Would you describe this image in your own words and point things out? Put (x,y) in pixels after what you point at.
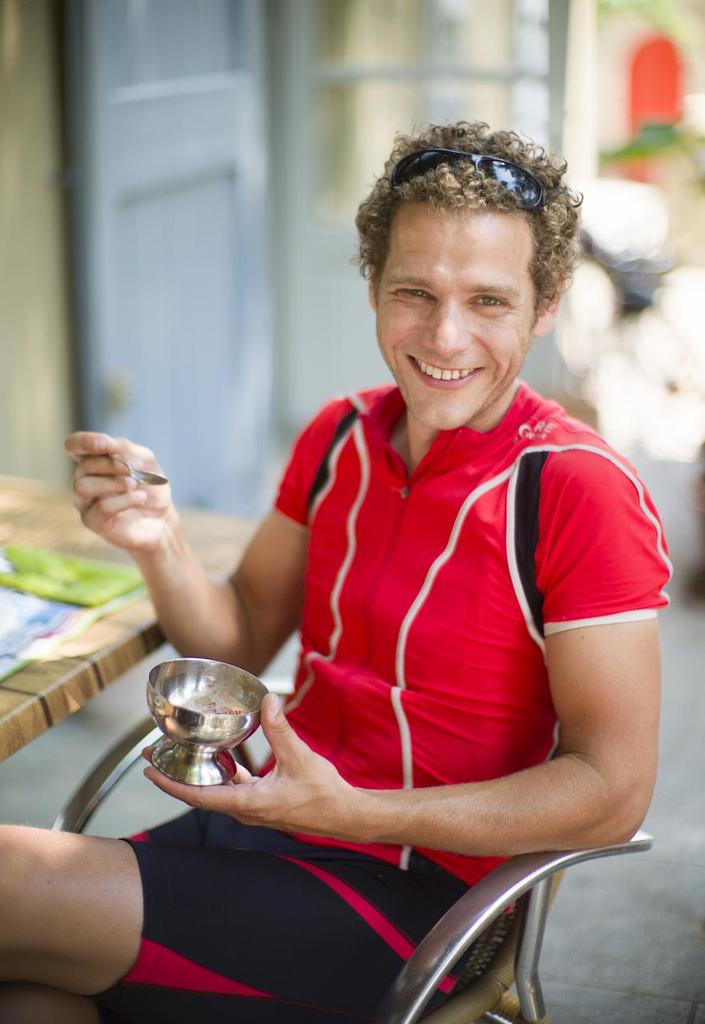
In the given image i can see a person (339,571) holding an object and sitting on the chair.
